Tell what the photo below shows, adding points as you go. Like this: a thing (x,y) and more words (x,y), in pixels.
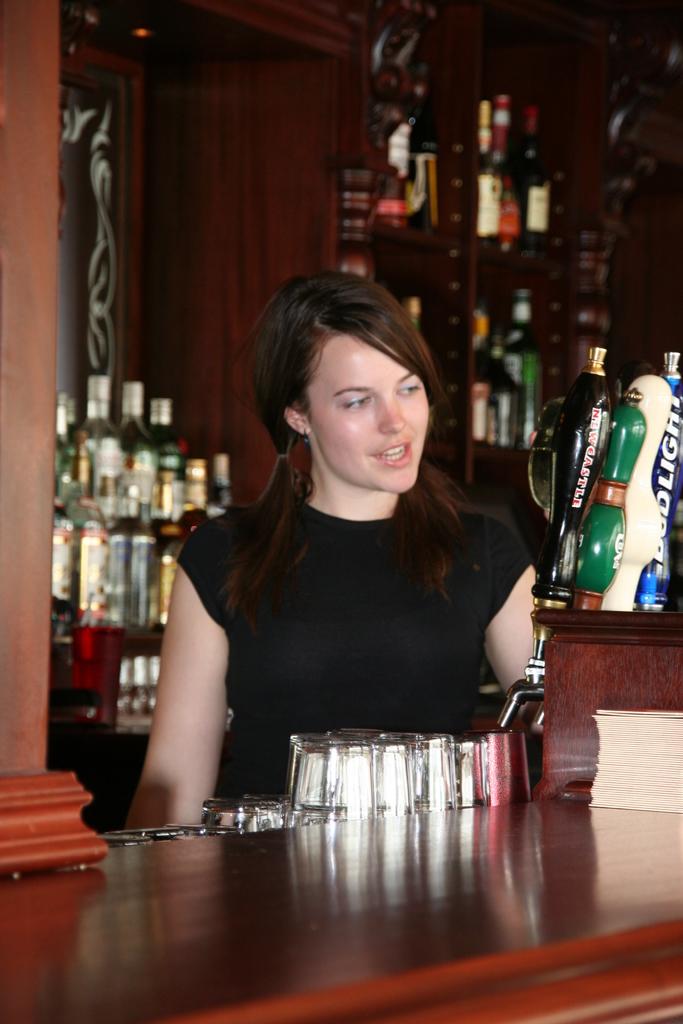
This is the picture of the inside of the bar shop (587,664). There is a table (429,812). There are glasses (443,752) on a table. She is smiling we can see her mouth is open. We can see in the background (464,389) there is a cupboard (544,122). There are bottles (521,160) on a cupboard (554,110).
